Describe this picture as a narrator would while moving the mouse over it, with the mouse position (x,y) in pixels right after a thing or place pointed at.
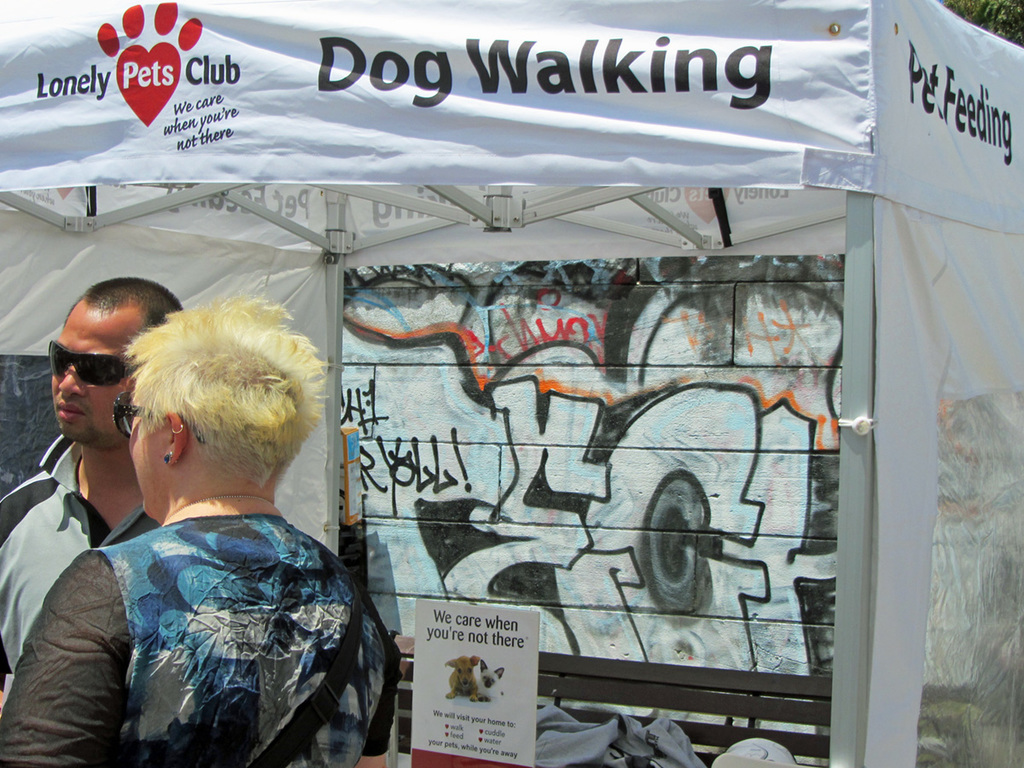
On the left side (149,568) there are two persons (99,524) standing. Here I can see a white color tent (858,178). Under this there is a bench (702,698) on which a board (479,713) and few clothes (633,742) are placed. In the background (700,458) there is a wall (754,431) on which I can see some paintings (563,417).
